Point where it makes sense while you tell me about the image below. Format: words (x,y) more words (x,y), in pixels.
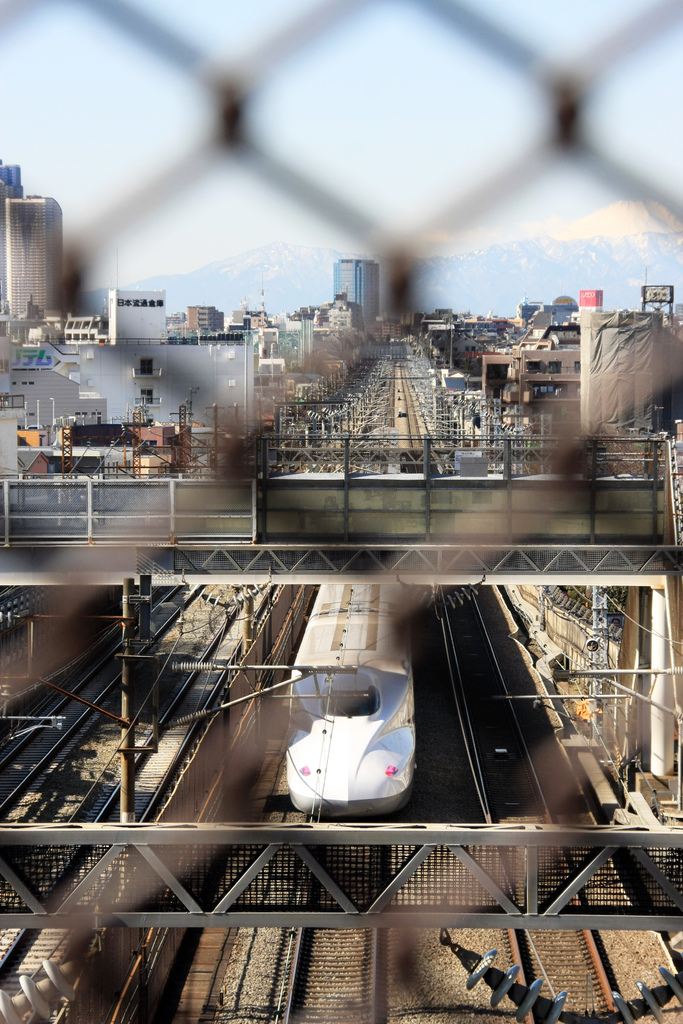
In this image, we can see the fence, in the background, we can see railway tracks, there is a train (327,790) on the track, we can see a bridge (360,515), there are some buildings (27,298), at the top (364,98) we can see the sky (339,142).
